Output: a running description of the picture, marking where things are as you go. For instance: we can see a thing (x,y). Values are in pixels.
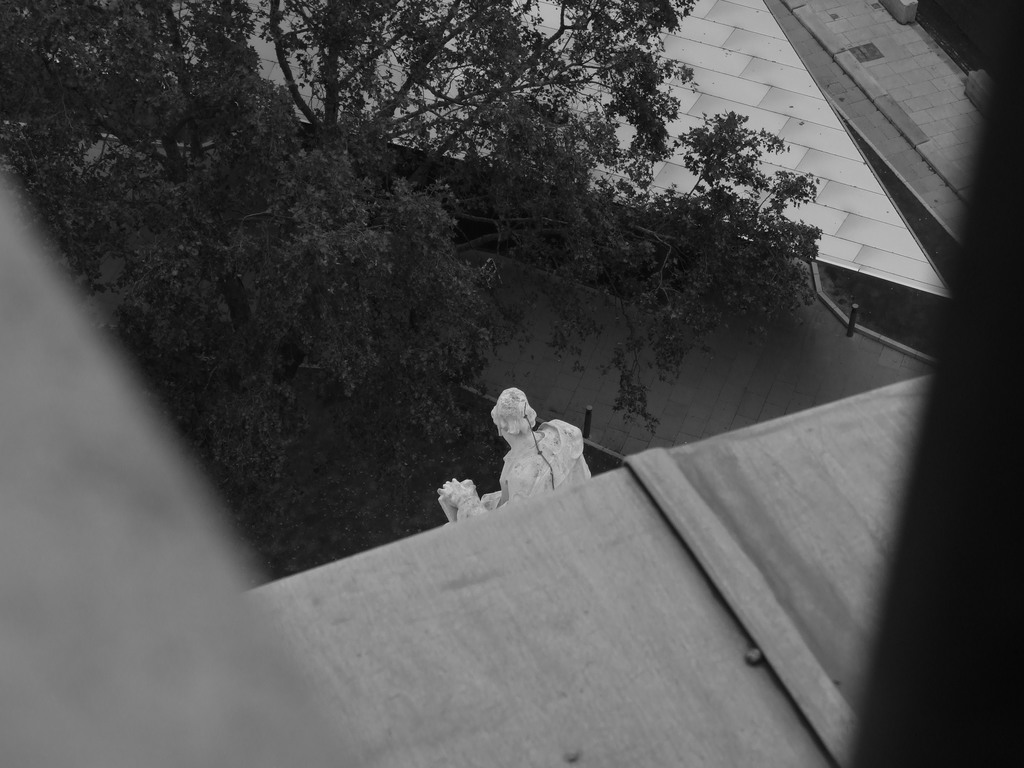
This is a black and white image. In this image we can see a statue (524,444). Also there is a tree (327,255). And we can see roof (722,73) of a building (744,80).
